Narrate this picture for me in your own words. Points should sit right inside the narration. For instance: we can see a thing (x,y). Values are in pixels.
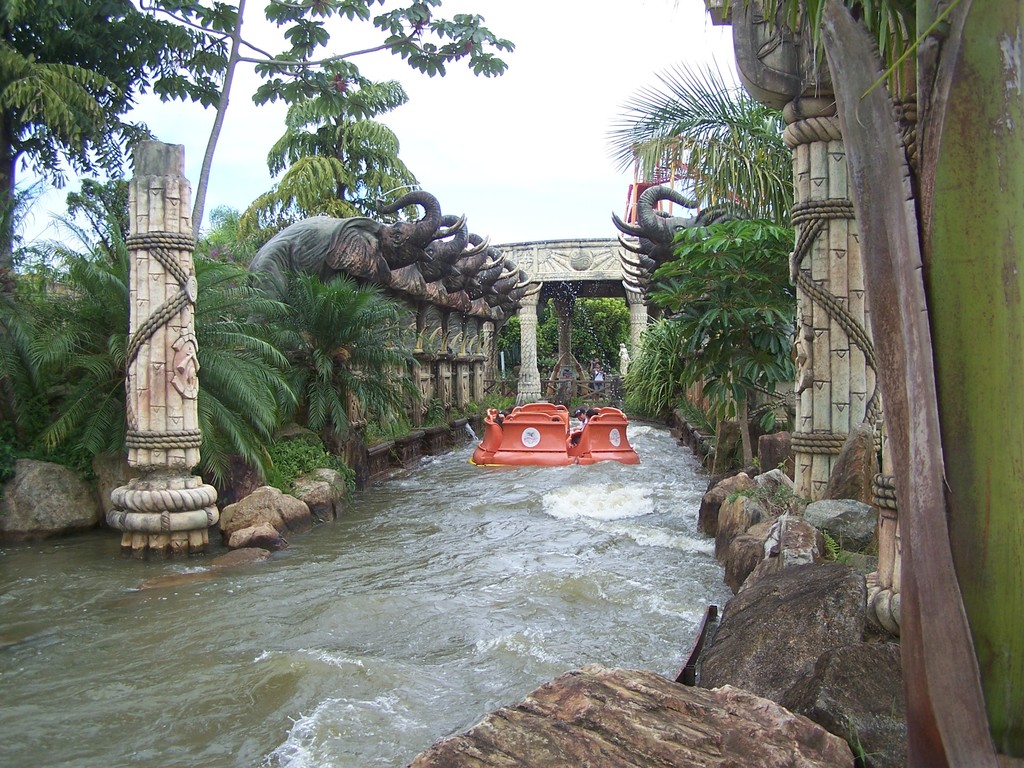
In this image I can see red color object (537,451) on the water (500,527). Here I can see statues of elephants (426,288), trees (303,302), plants (303,338), pillars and rocks (820,607). In the background (580,133) I can see the sky (544,107).
